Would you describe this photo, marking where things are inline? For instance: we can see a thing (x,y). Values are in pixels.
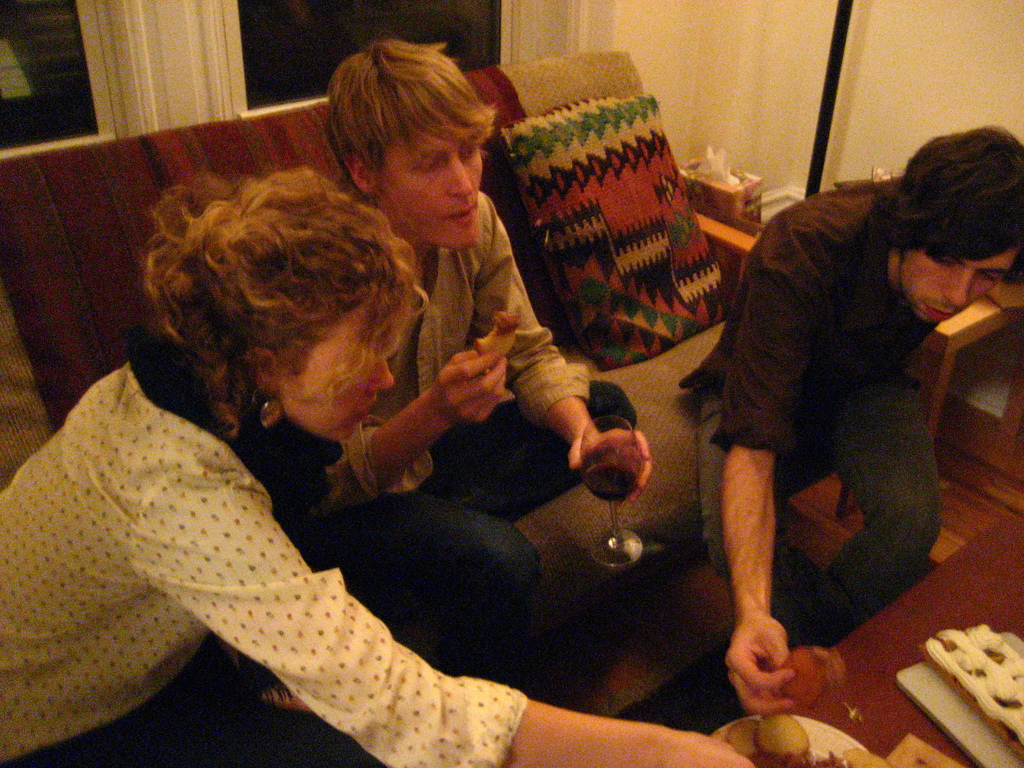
In the image we can see there are two men (548,378) and a woman (251,569) sitting, they are wearing clothes (298,537). In front of them there is a table (1023,538), on the table (962,569) there are other things (825,751) and food items (800,725). This is a wine glass (611,540), sofa (604,517), pillows (589,200), pole (815,154), wall (815,89) and windows (67,27).
